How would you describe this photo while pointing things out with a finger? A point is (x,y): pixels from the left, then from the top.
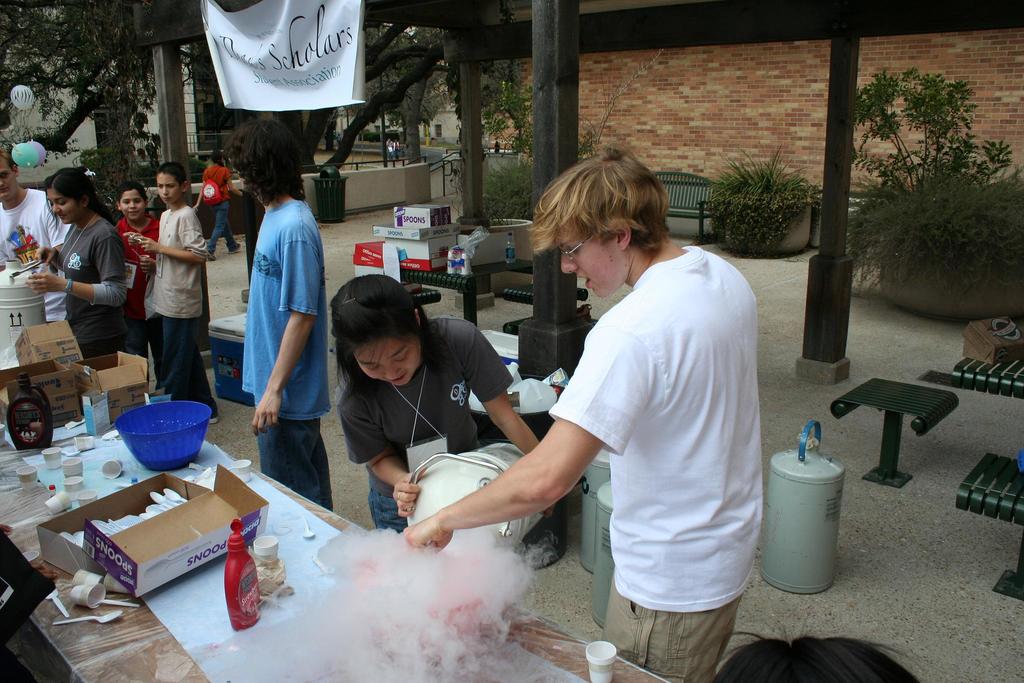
In this image, we can see a group of people (206,169). Here a woman (447,428) is holding a container (455,477). At the bottom (79,644), we can see table (122,647). Few things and objects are placed on it. Here we can see smoke (434,593). Background (946,262) there are so many things (945,398), tables (452,288), bench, dustbin (324,208), plants (1017,277), pillars (847,277), brick wall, houses (454,126) and trees (135,116). Top of the image (259,77), we can see the banner (272,47).
